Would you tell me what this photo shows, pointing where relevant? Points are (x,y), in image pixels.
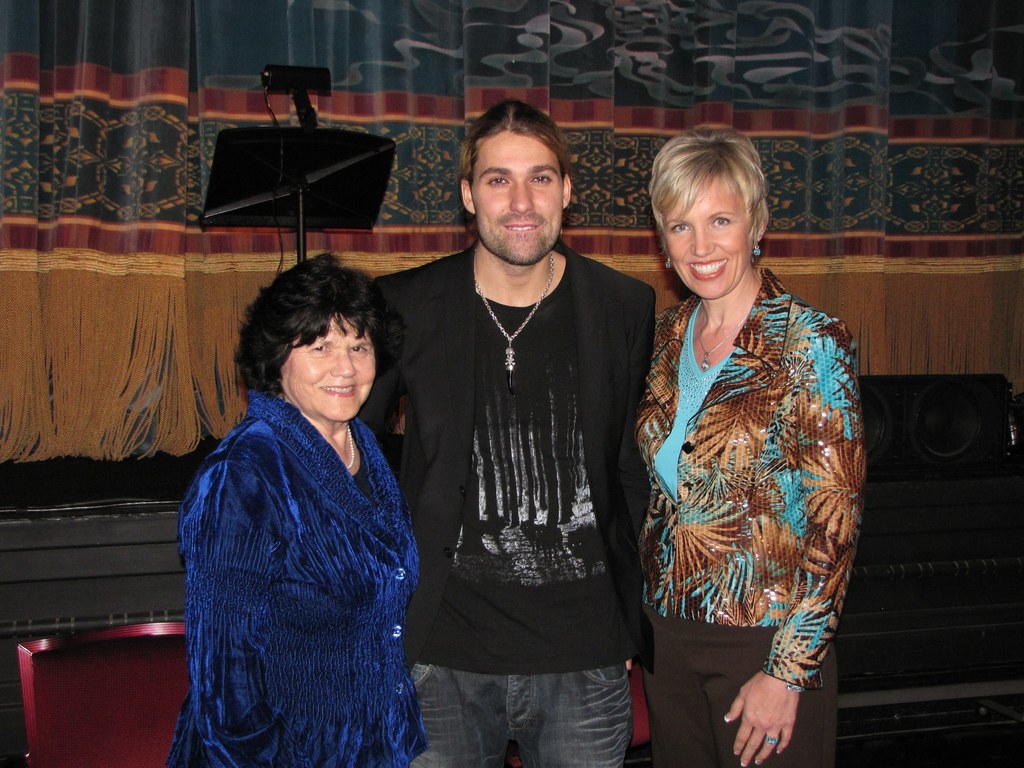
In this picture we can see a man (541,181) and two women (340,371) standing and smiling and in the background (159,437) we can see a speaker (976,432), stand (254,172), curtains (776,75).
